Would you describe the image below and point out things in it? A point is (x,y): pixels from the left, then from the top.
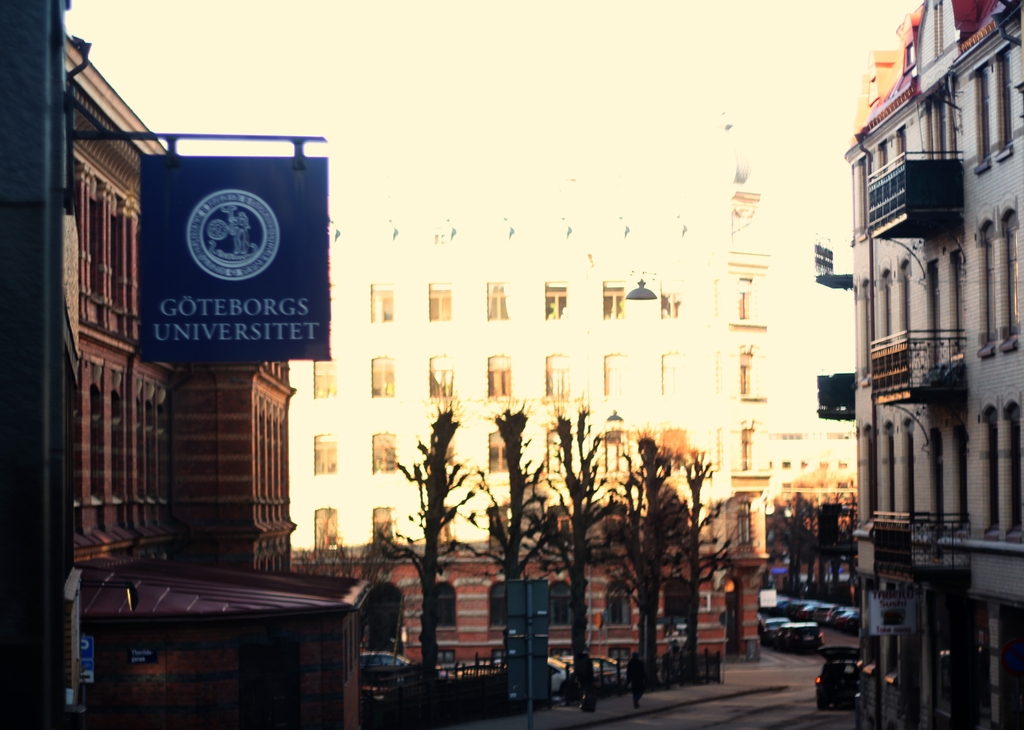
In this picture I can see few trees (440,476) and vehicles (595,660) in the middle (667,460), on the left side (315,325) there is a board (290,315). There are buildings (882,410) on either side of this image.
